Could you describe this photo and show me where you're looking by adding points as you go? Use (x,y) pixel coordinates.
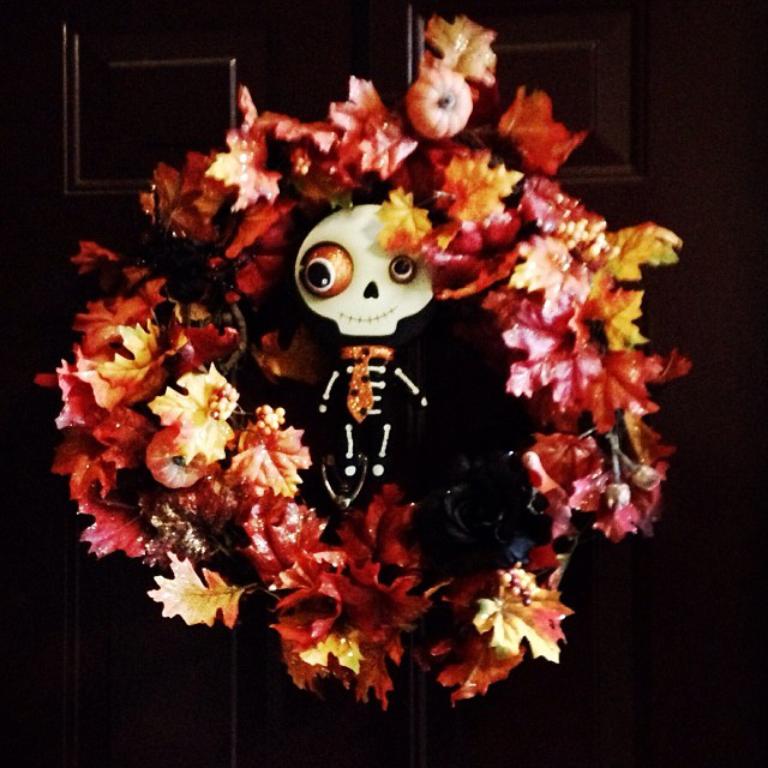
In this image there are flowers (437,524). In between the flowers (504,265) there is a skeleton (380,376) with skull (423,250). In the background of the image (267,72) there is a wooden board (73,133).
